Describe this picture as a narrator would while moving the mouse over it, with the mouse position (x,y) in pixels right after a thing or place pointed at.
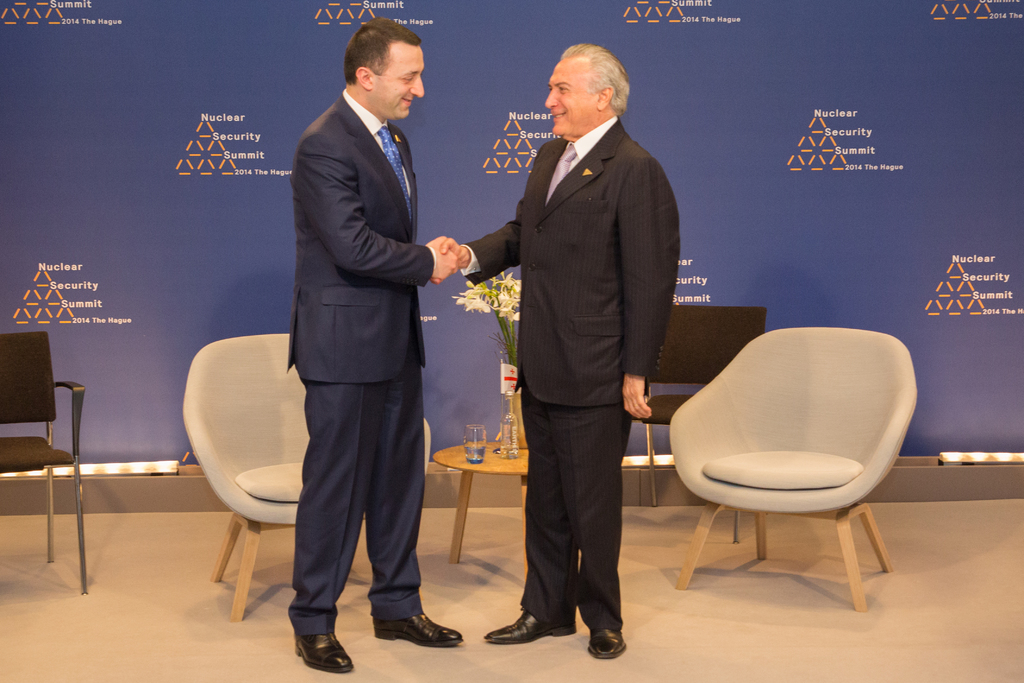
There are two persons (509,223) giving shake hands (436,269) to each other and smiling. There are four chairs (251,435) in this room (698,404). There is a table (502,471). There is a bottle (515,440), glass (478,441) and a flower vase (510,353) on this table (481,471). In the background (253,110) there is a blue color banner (500,73).
